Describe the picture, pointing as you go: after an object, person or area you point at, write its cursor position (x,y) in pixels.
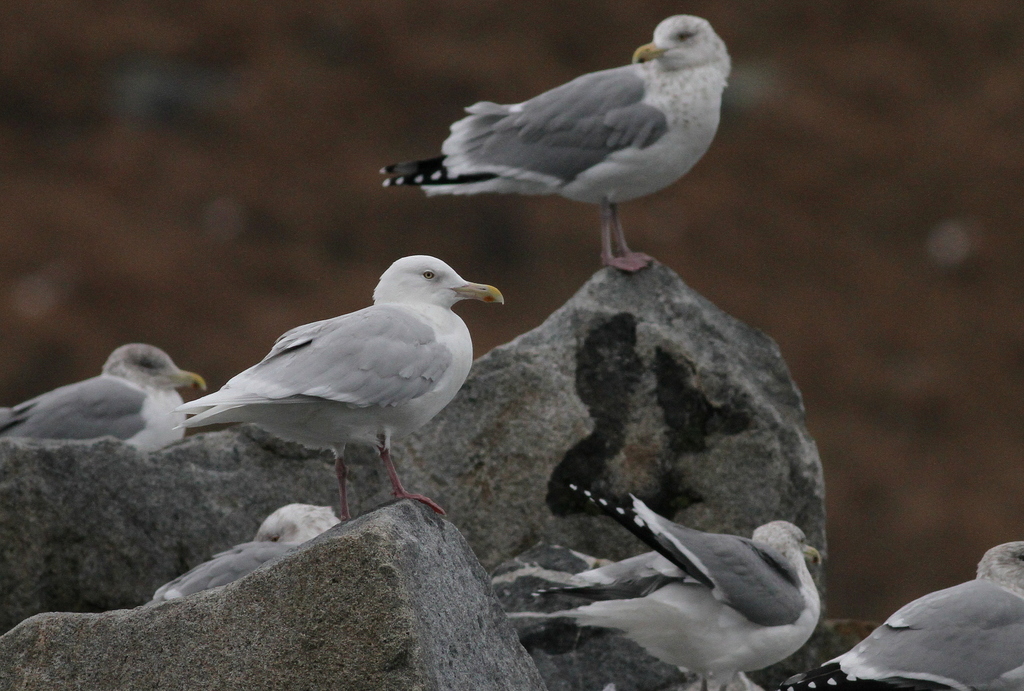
This image consists of birds (1005,597) in white and gray color. At the bottom (493,586), there are rocks (649,409). The background (16,226) is blurred.
